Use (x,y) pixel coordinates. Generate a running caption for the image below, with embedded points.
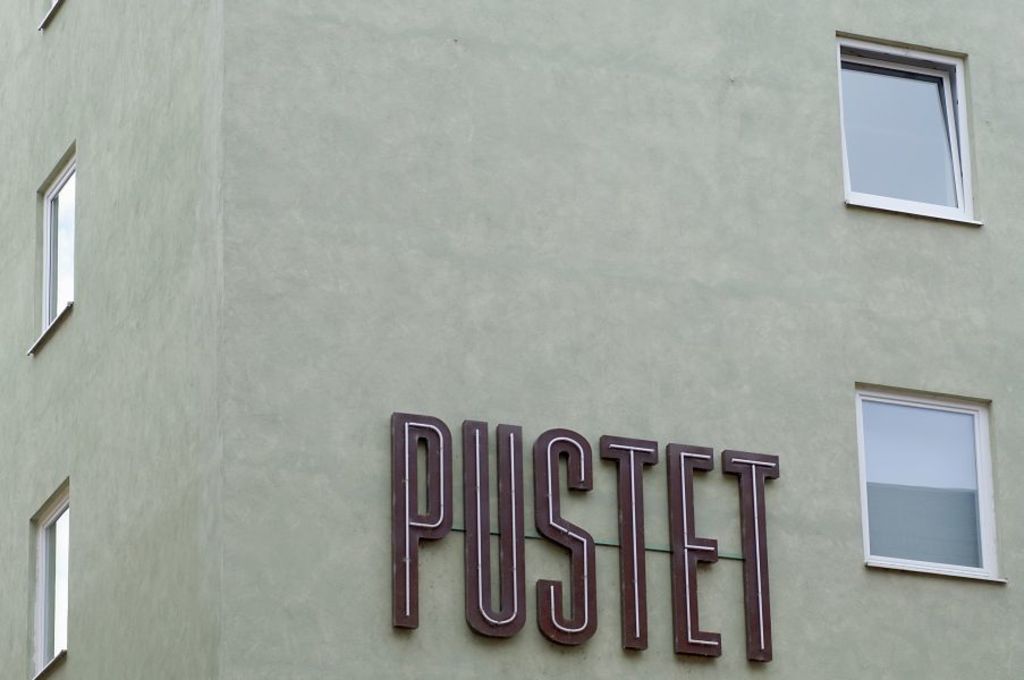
In this image, we can see a building (220,431) with some windows (965,436) and text (762,647).
